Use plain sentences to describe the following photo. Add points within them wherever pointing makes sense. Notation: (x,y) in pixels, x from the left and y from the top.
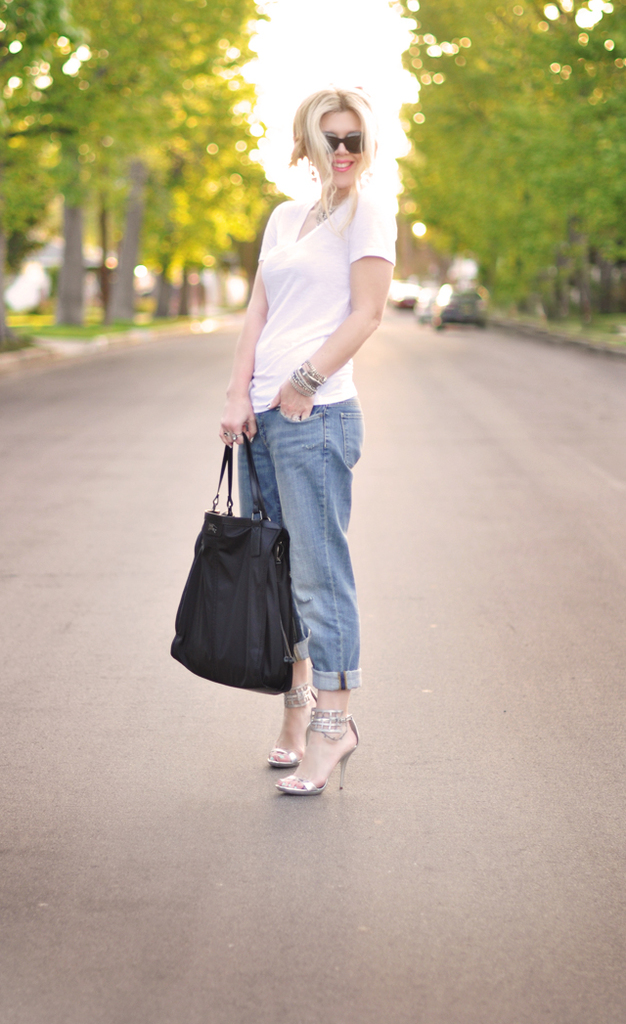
This is a picture taken in outdoor, the women (326,263) standing on the road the women (314,298) wearing a white t shirt (292,277) and blue jeans (321,513) holding with a black bag (223,593). On the road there are vehicles (424,317) are parking beside the road (521,333) there are trees (167,90) and the women (303,565) posing for the picture.
